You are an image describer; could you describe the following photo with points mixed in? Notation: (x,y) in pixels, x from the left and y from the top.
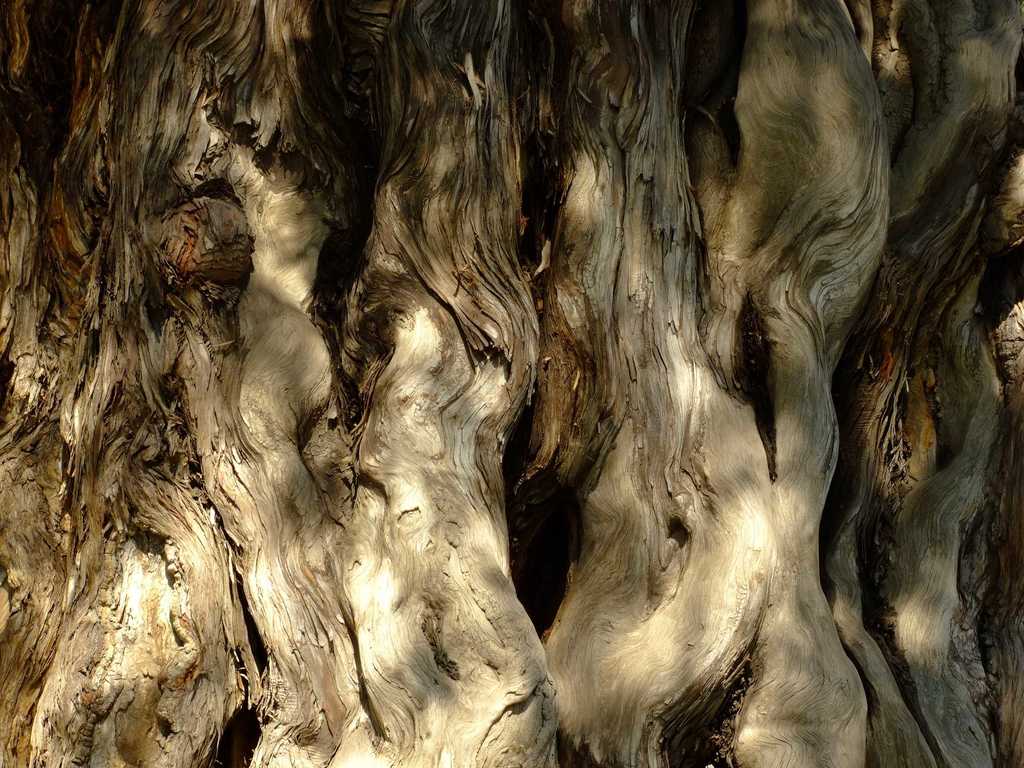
In this image there is a tree trunk (504,410).
